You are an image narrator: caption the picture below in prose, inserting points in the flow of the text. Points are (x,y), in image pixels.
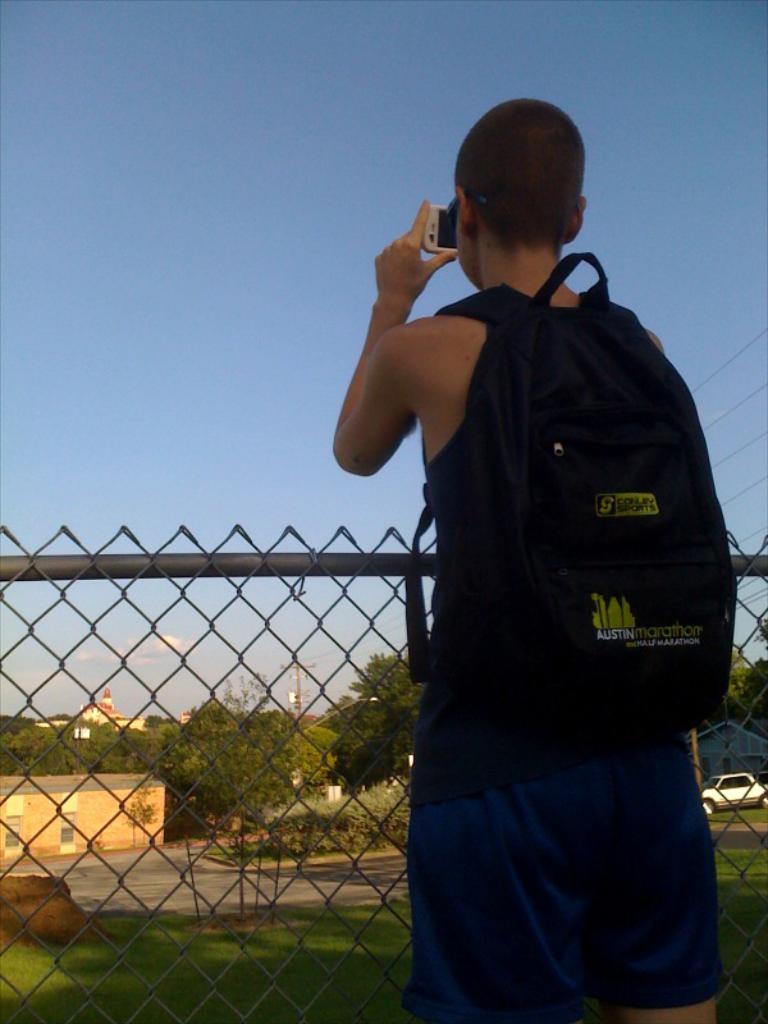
In this image I can see a person (573,169) is standing and carrying a bag (716,506). In the background (329,756) I can see number of trees (232,777) and buildings (87,785). Here I can see a building (743,760).
